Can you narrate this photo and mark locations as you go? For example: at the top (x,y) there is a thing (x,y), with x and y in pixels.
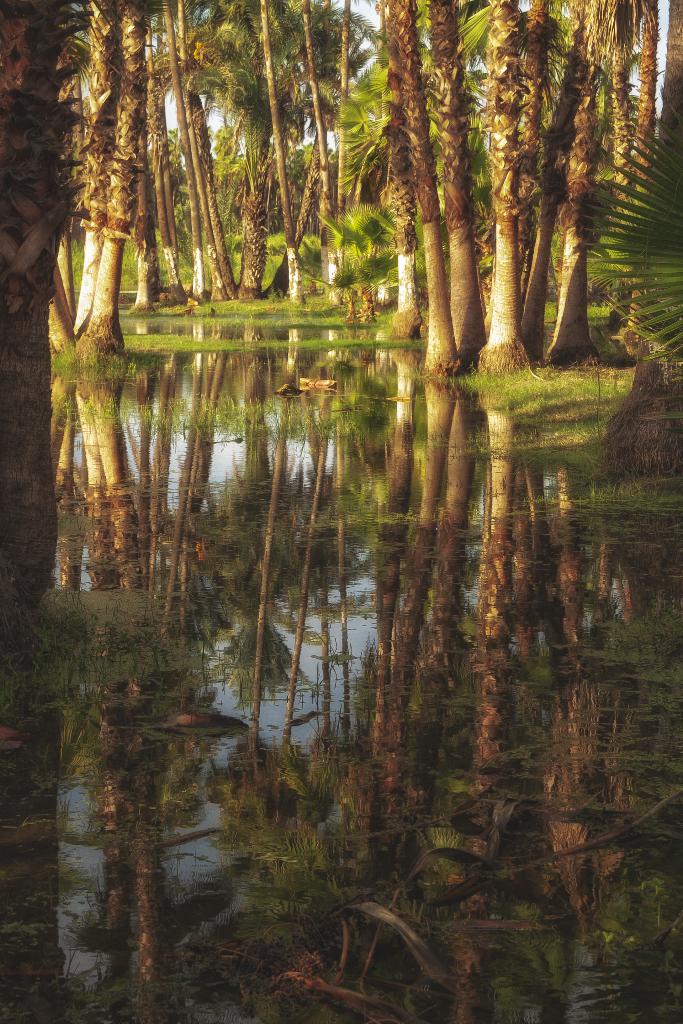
In this picture I can see water (254,358), trees (622,65), and in the background (357,15) there is the sky (657,26).
